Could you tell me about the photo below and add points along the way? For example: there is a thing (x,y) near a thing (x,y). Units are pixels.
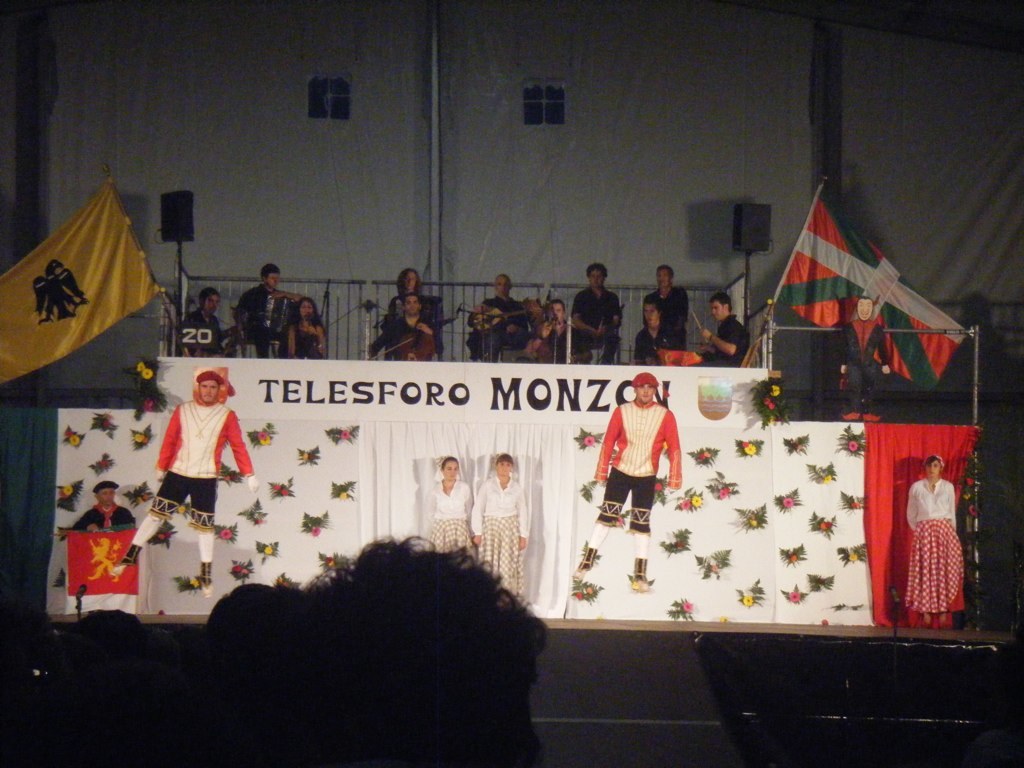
In this image I can see number of people (438,493) where in the front (445,505) I can see few are standing and in the background (240,313) I can see most of them are holding musical instruments (410,344). On the both side of this image I can see few speakers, few flags (111,281) and in the centre (577,394) I can see something is written.
